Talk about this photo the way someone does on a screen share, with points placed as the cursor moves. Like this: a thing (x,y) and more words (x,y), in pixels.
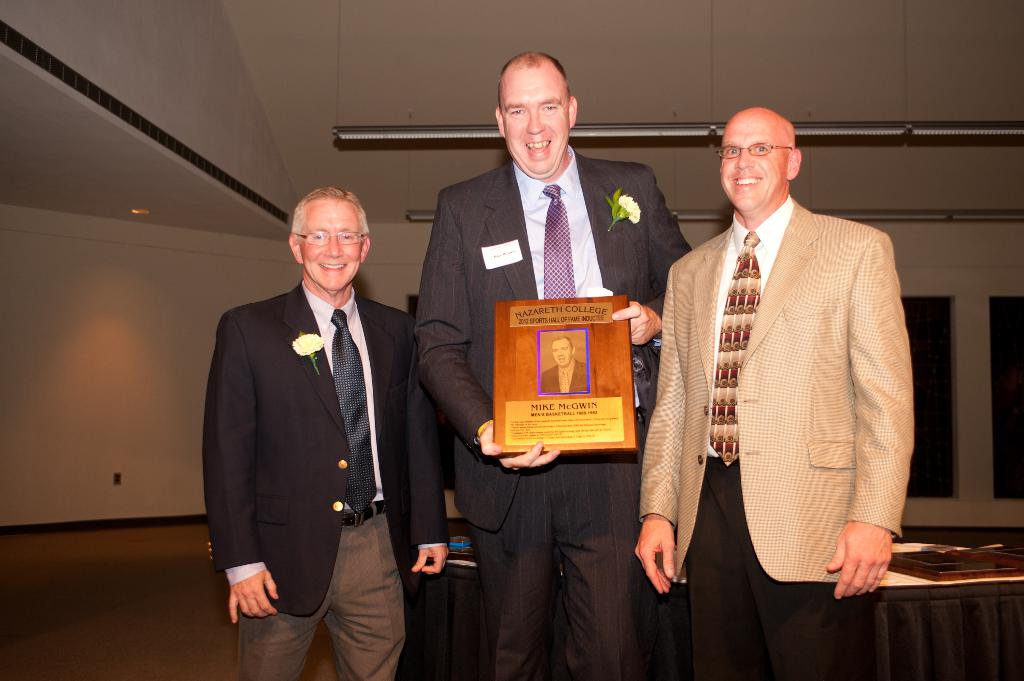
This is a picture taken inside the room (129,350). Here I can see three men (763,279) wearing suits (463,359), standing, smiling and giving pose for the picture. The man (457,283) who is in the middle (463,349) is holding a board (538,369) in the hands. In the background (106,350) there is a wall (55,400). At the top (669,129) I can see few metal rods (854,131). At the back of these people (865,602) there is a table (892,590) on which few objects (940,560) are placed. On the right side (932,369) there are two windows (932,355) to the wall (931,264).
